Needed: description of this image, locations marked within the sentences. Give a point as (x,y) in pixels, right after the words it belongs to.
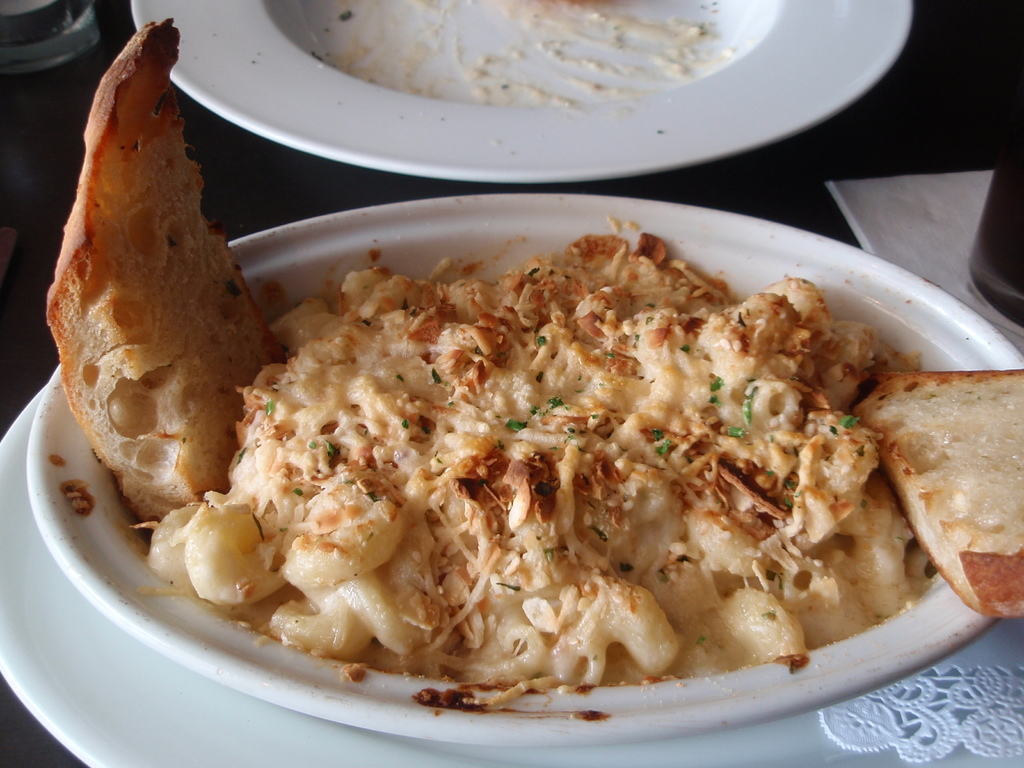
In this image there is a table (16,192). There are plates (460,276). There are food items (348,296). There is a glass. There is tissue (873,220).
